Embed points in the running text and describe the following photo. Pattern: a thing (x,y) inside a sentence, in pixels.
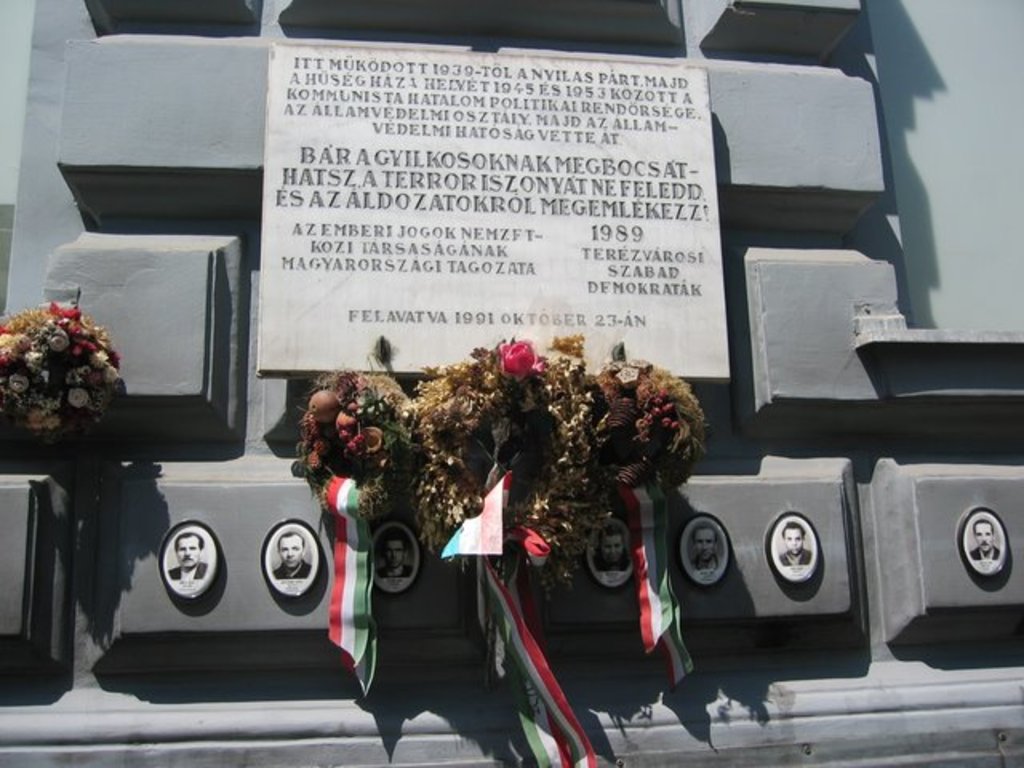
In this image I can see few flowers (13,340) and they are in multi color and I can also see few flags (504,652) in red, white and green color and few frames (301,560) attached to the wall (228,444) and the wall (762,36) is in white and gray color.
